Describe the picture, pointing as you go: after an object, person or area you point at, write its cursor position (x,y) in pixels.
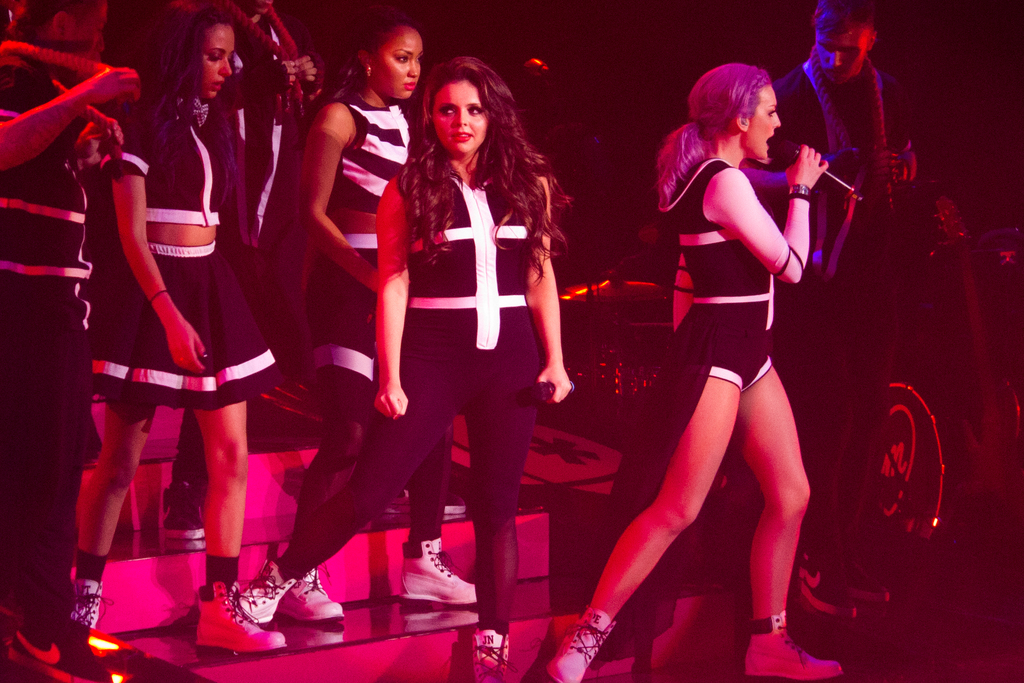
In this picture I can see few people (405,227) standing and a woman (765,228) holding a microphone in her hand (804,173) and singing and few people (66,389) standing on the side.
